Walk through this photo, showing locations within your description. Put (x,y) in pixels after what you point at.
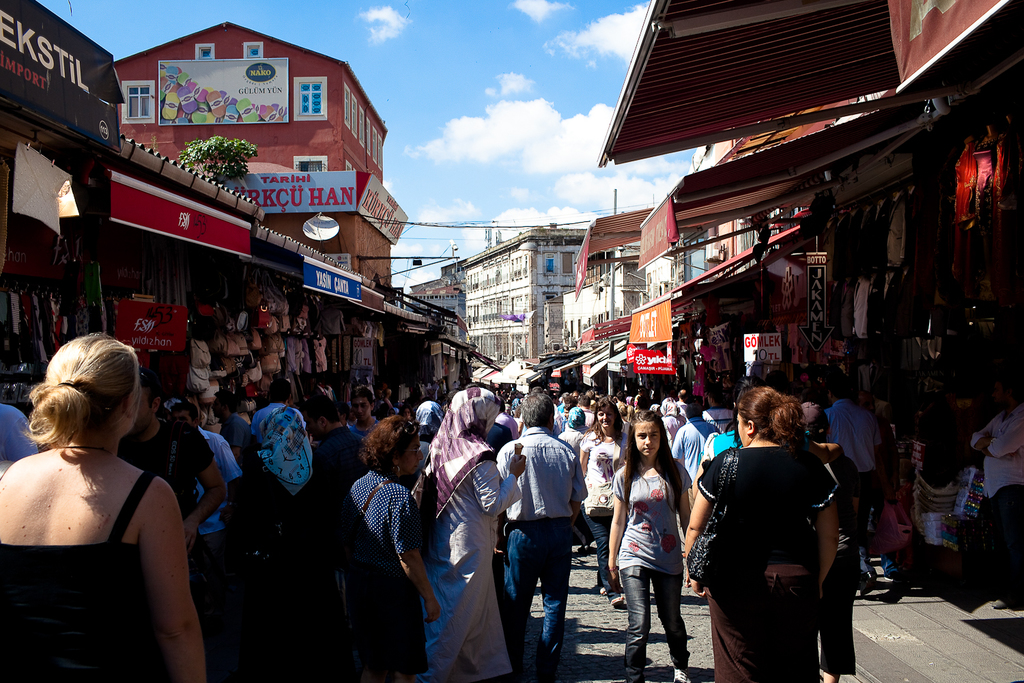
In this image, we can see a few people (483,426), buildings (589,274), poles (613,293), wires (444,227). We can see the ground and some stores (249,373). We can also see some boards (808,311) with text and images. We can see a signboard (811,281) and some objects (977,470) like bags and clothes (304,351). We can also see the sky (505,205) with clouds (601,36).
